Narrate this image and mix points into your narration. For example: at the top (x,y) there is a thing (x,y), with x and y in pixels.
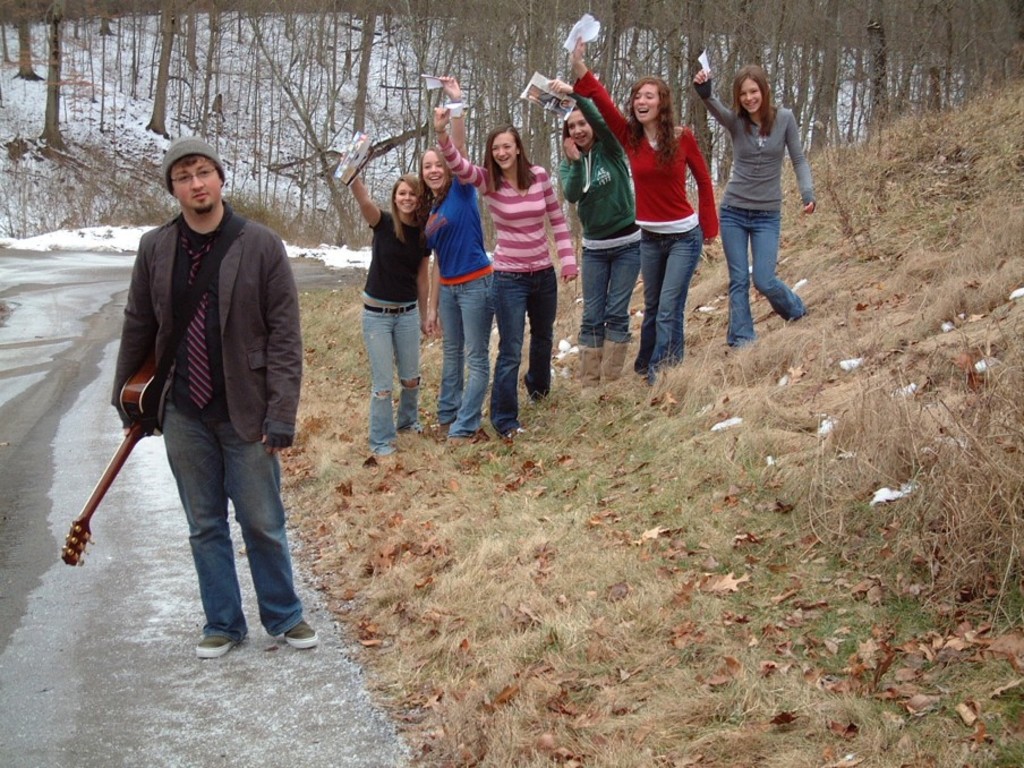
In this image in the foreground (157,283) there is a person (170,390) holding a musical instrument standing on road (54,465), on the right side (706,170) there are few women (491,146) holding papers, at the top (563,17) there are some trees (563,17).
